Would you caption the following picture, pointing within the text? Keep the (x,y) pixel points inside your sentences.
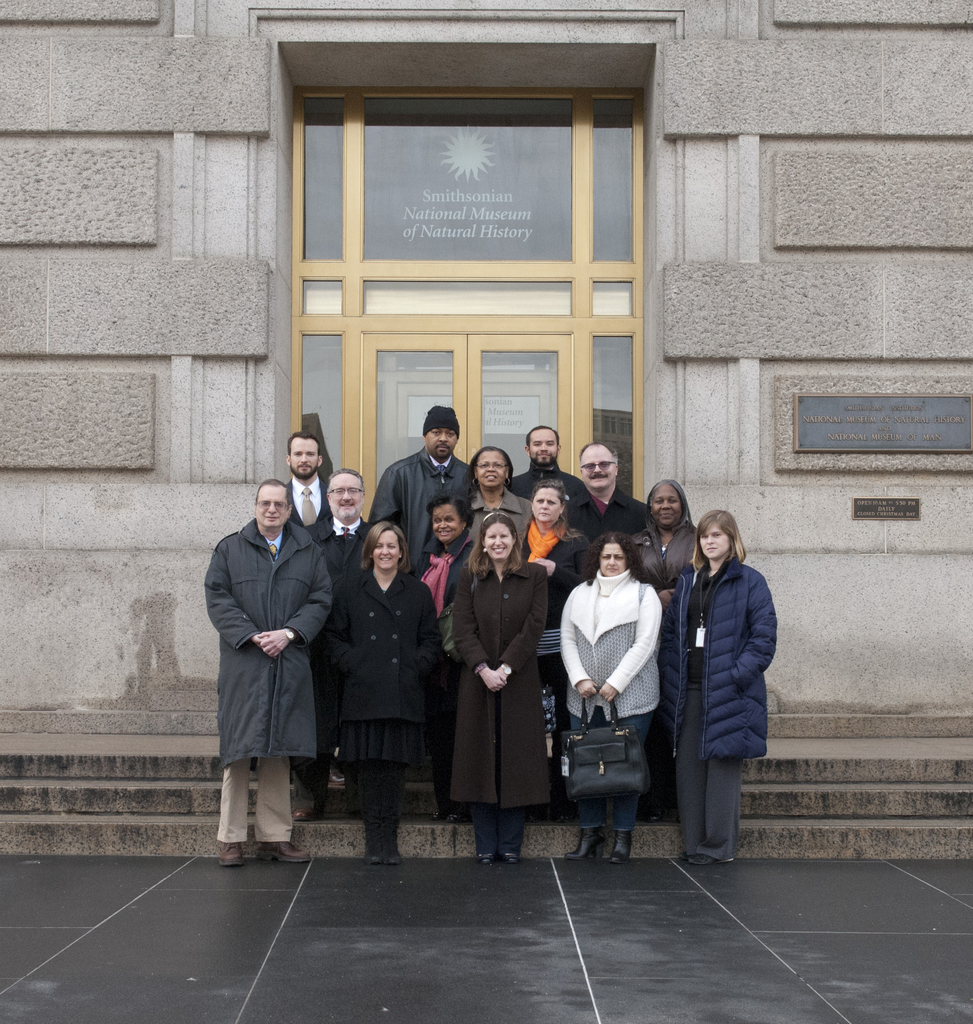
In this image there is a group of people (401,622) standing with a smile on their face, behind them there are stairs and there is some glass (389,428) with some text (452,218) on it, beside that there is a name plate (860,417) on the wall (659,286) of a building (685,396).
